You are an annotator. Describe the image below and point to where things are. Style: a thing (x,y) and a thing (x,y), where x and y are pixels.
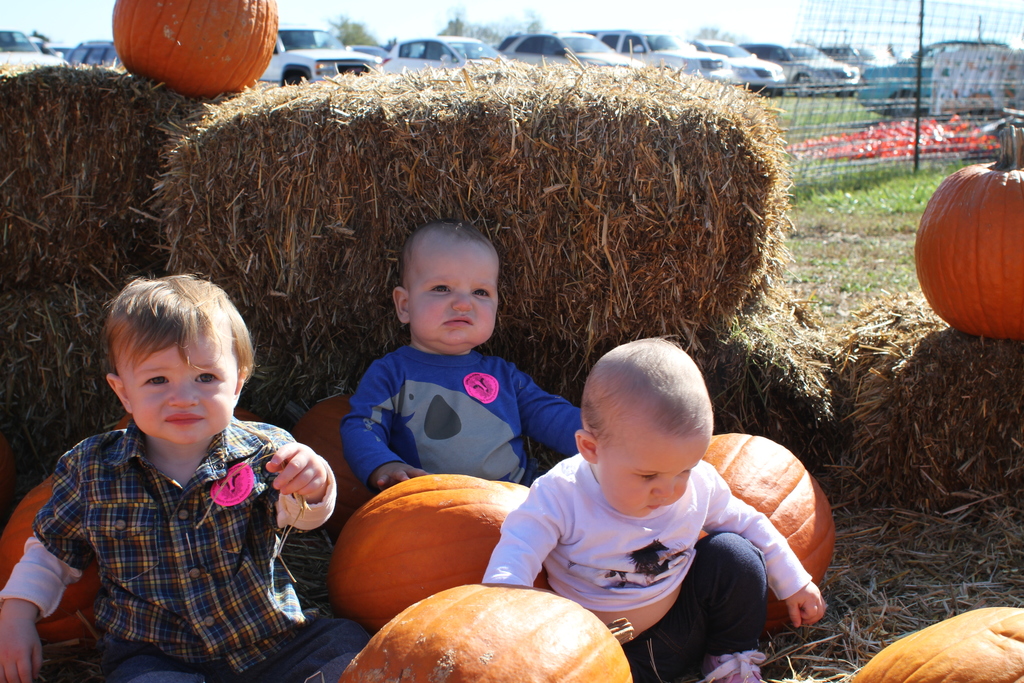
In this image I can see kids (389,439) and pumpkins (525,598). In the background (880,107) I can see fence (919,53), the grass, vehicles (532,56) and the sky (399,9).
